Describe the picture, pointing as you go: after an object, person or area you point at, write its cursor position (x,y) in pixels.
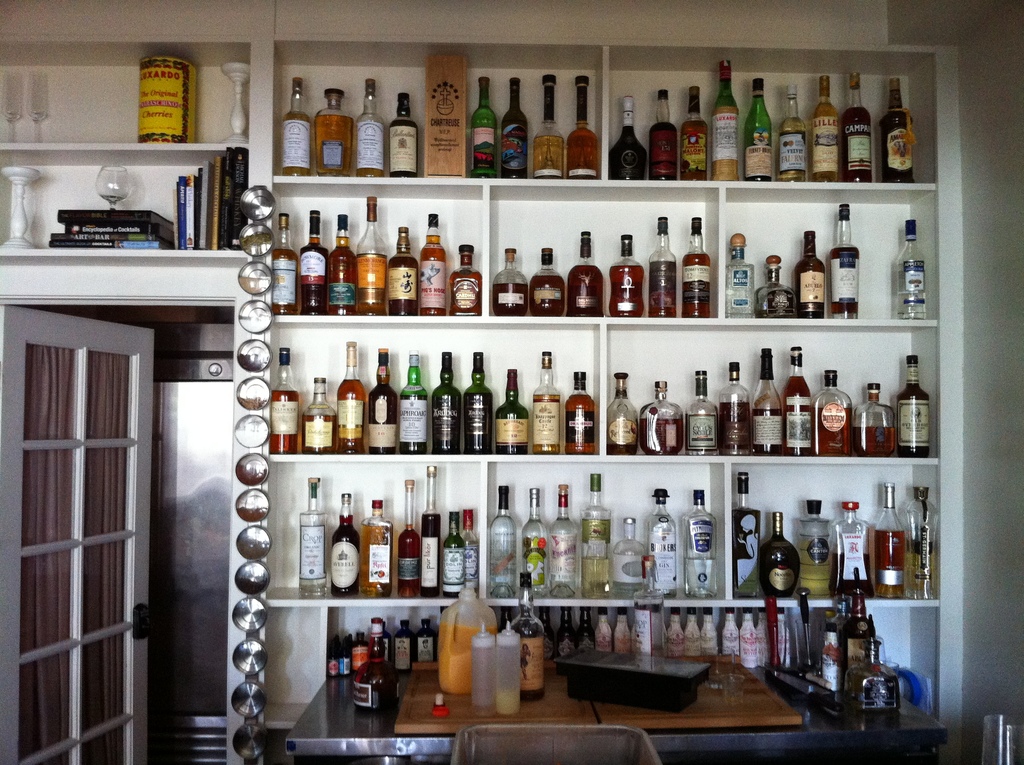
In this picture we can see bottles (343,271) in racks (462,347) and in front of it we have some more bottles (670,631), can (461,663) on table (358,752) and beside to this we have door (120,491), glass (101,186), books (145,223) in rack (157,170).
